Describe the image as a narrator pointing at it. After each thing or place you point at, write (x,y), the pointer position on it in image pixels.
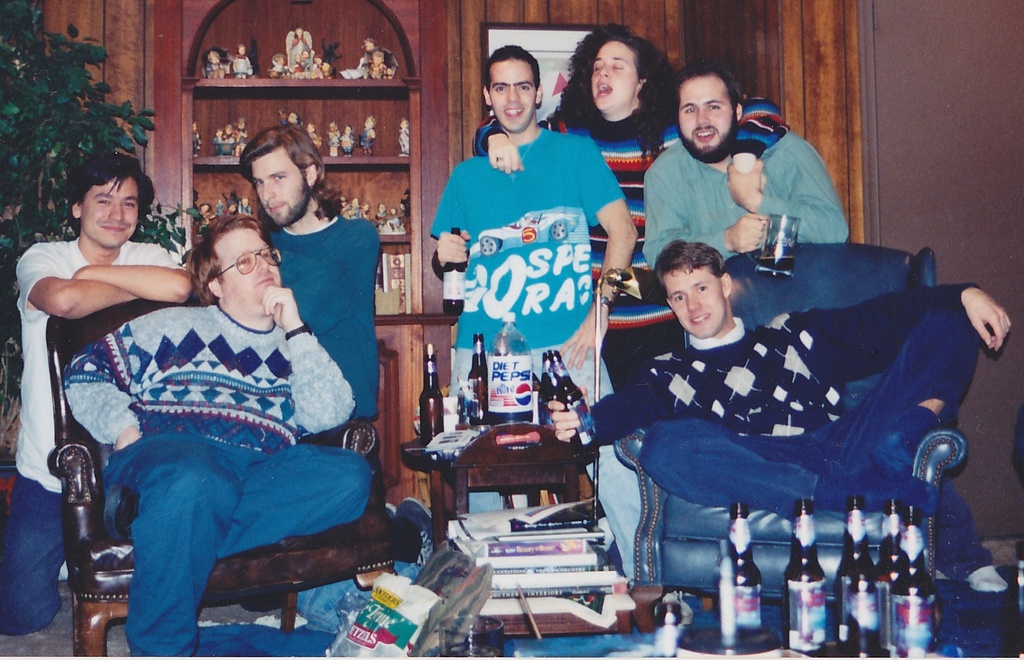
In this image there are a few people (349,346) standing and sitting, few (493,226) are holding bottles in their hands (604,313) and other one (756,227) is holding a jug (779,250) in his hand (745,240), behind them there are toys (251,71) arranged in the rack (342,95) and a frame (562,44) is hanging on the wooden wall (124,44). On the left side of the image (38,156) there is a plant (1,428), in front of them there is a table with books (557,542), bottles (743,623) and some other objects (438,630) are placed on top of it.
